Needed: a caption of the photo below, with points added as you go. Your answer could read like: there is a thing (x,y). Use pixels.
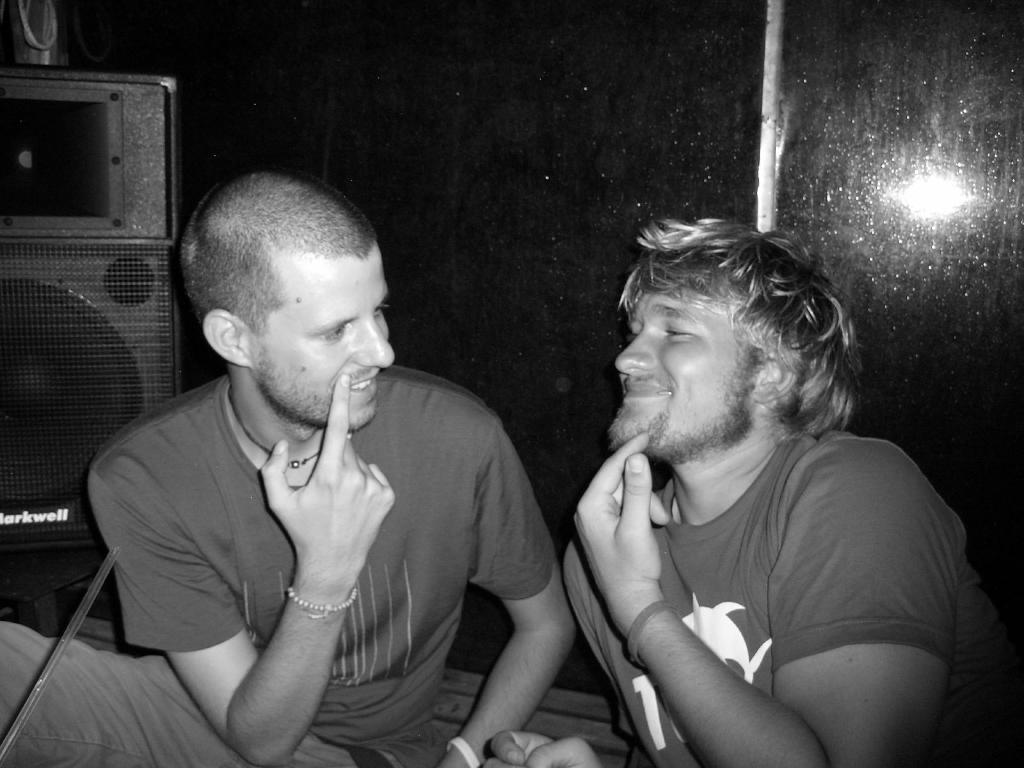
This is a black and white picture. The man (674,354) on the right side (751,591) is smiling. Beside him, the man (343,586) is sitting on the chair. He is showing something on his face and he is smiling. Behind him, we see a speaker box (86,319). In the background (547,147), it is black in color. This picture might be clicked in the dark.
